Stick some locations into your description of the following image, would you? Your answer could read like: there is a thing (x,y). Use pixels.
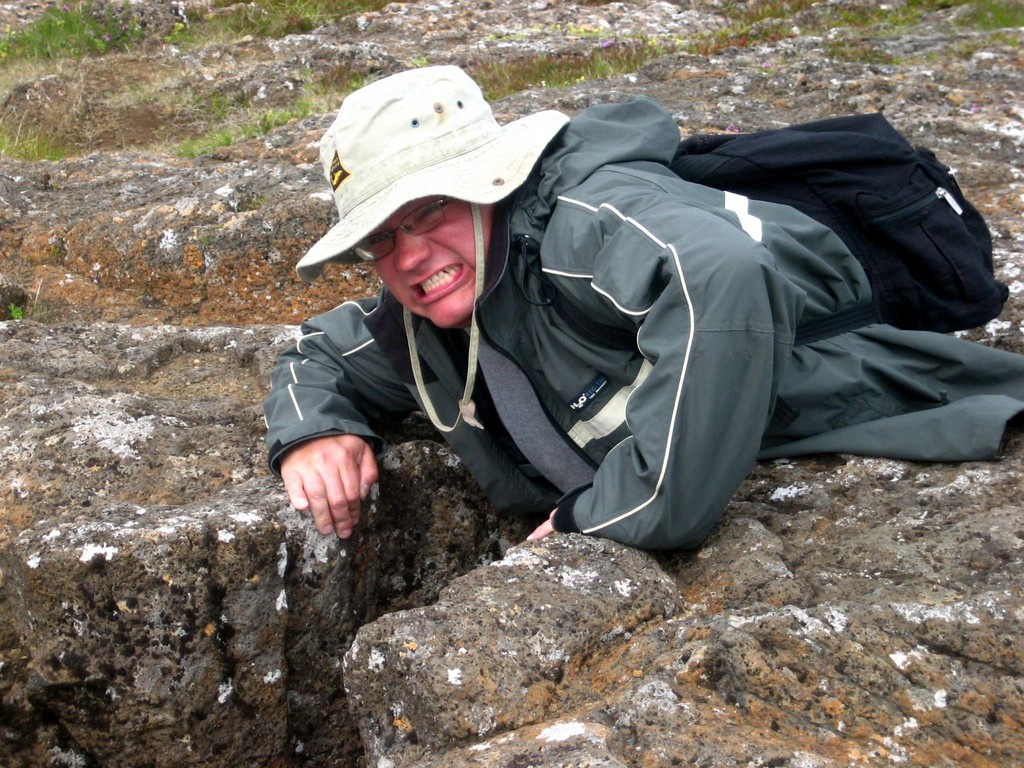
In this image there is a man (623,386) in the center (637,365) wearing white colour hat (465,182) and there is black colour bag (859,247) along with him. In the background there is grass (568,67) on the ground (550,68).
